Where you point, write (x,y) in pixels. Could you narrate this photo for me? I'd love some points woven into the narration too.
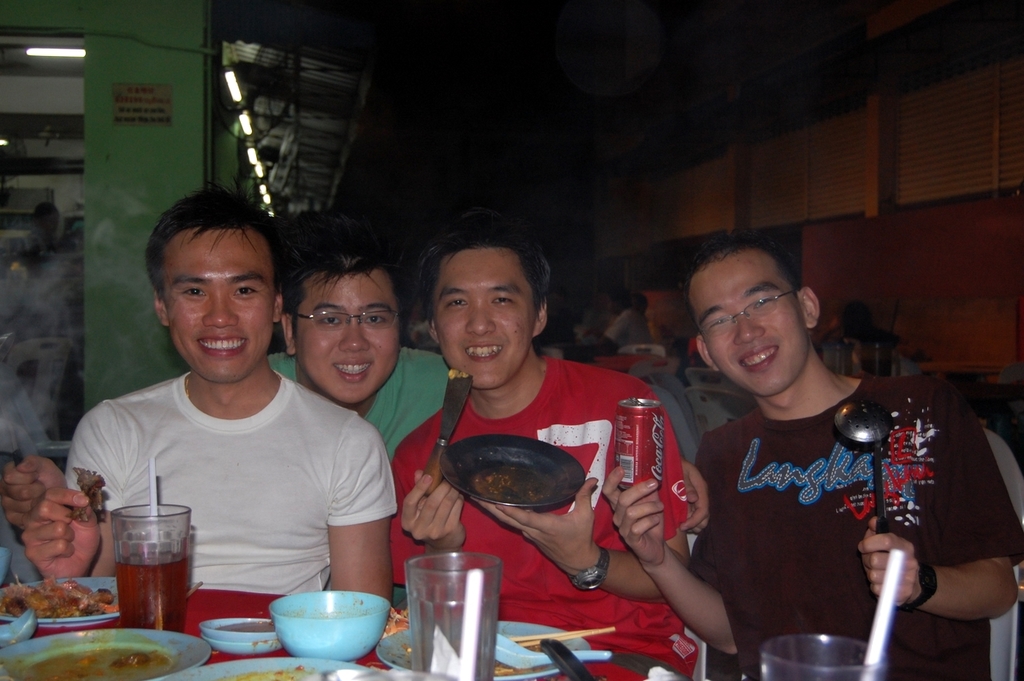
In this image I can see few men (179,287) are sitting. Here on this table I can see number of plates (114,583) and glasses (125,592). I can also see smile (767,361) on their faces (331,362).
